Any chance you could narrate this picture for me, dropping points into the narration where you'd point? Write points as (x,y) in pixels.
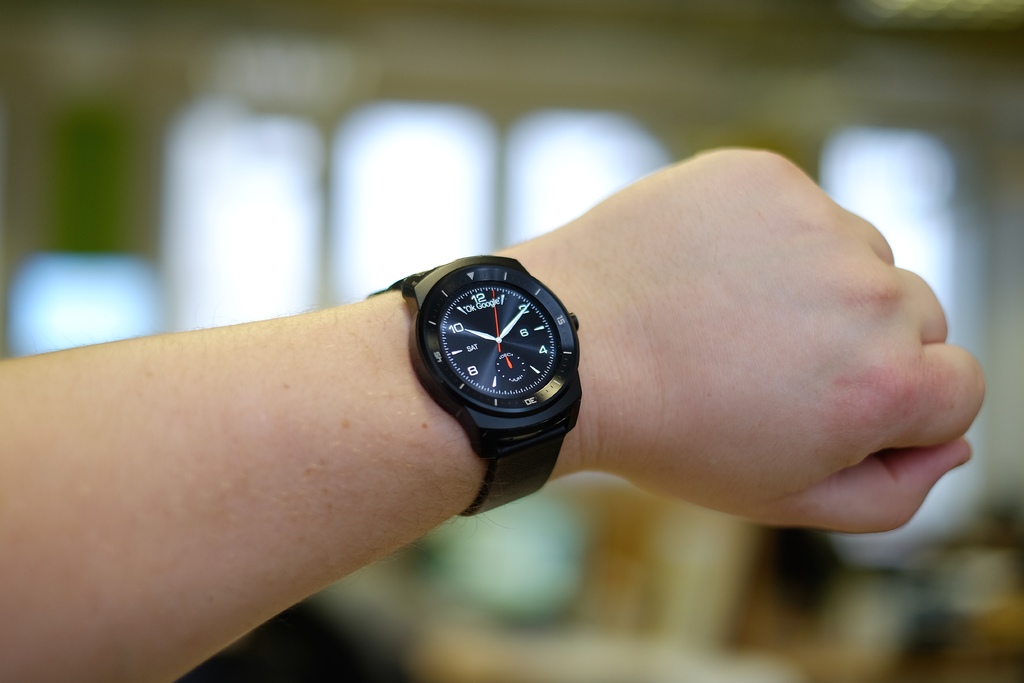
In this image we can see a person's hand (357,392) and there is a watch (431,391) to the hand (421,402). In the background (371,250) the image is blur but we can see objects (473,663).
